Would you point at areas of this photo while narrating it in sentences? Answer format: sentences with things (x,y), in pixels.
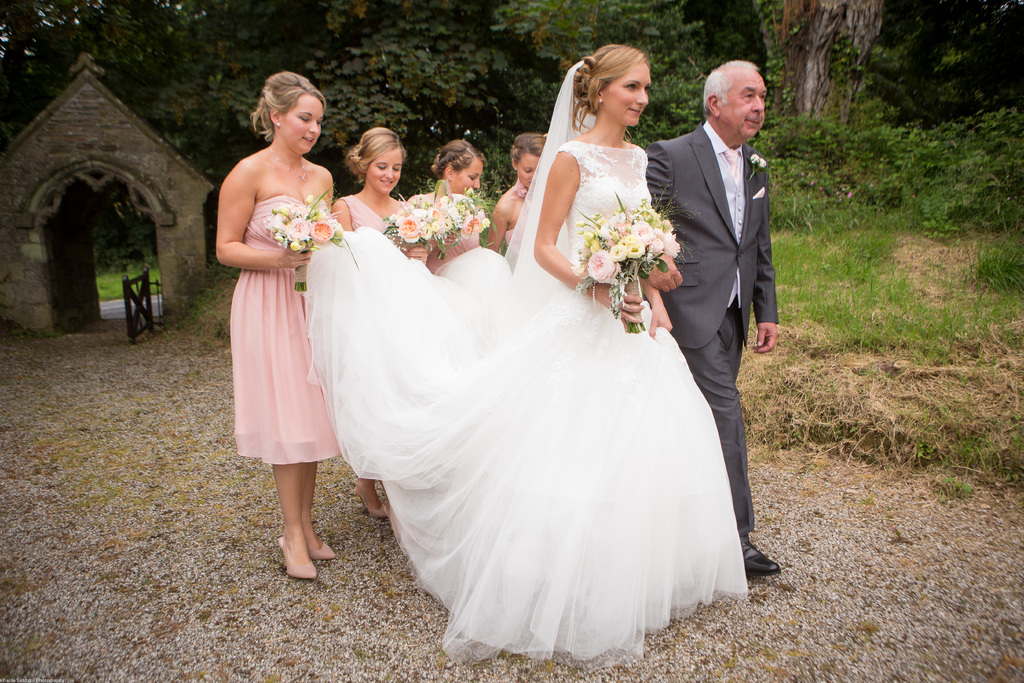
There are four persons (264,218) in pink color dresses (360,202) holding flower bouquets (467,226) and edges (453,310) of a white color dress (357,259) of a woman (353,320) who is holding a flower bouquet (653,231) and walking on the road (712,636) along with a person (691,195) who is in suit (708,297). In the background (788,271), there is a gate (51,134), there is grass (892,250) and there are plants (845,123) and trees (319,42) on the ground (900,313).
